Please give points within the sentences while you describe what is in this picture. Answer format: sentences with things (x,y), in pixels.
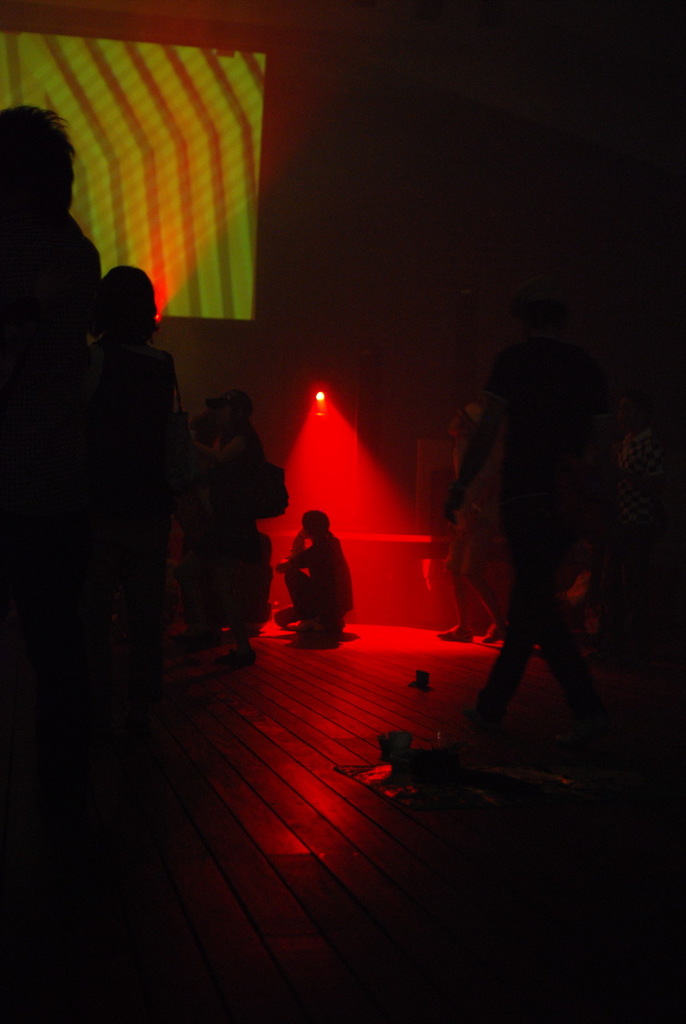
In this image, we can see many people (232,546) and in the center (336,535), there is a light (327,444) focussing on a person (298,586).
